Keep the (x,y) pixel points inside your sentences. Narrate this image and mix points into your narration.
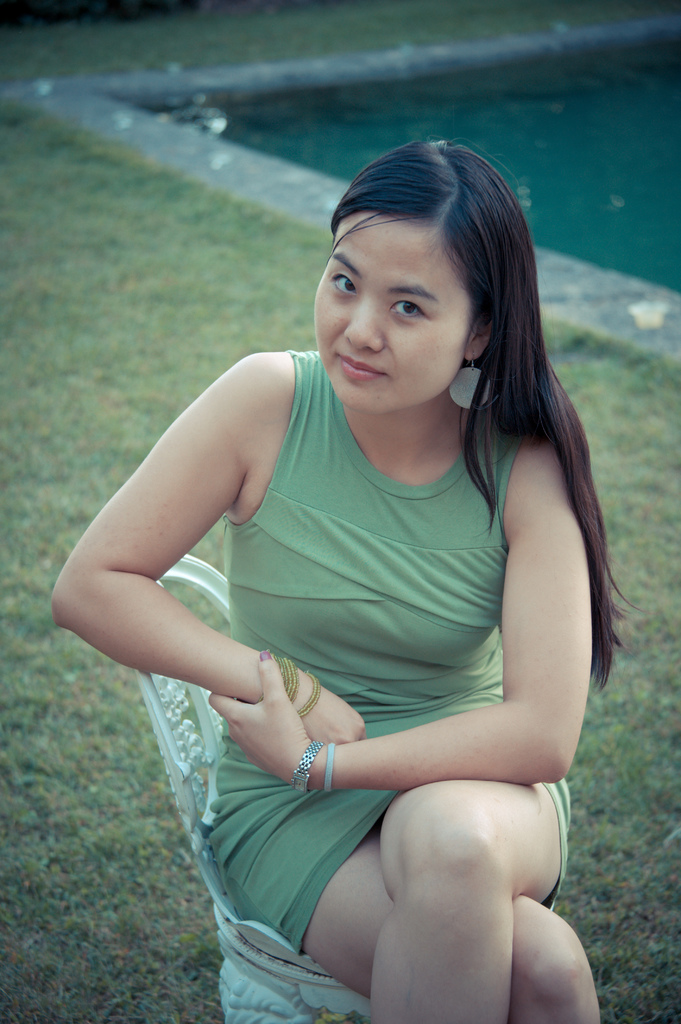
In the foreground of the picture (358,511) there is a woman (296,584) wearing a green dress (265,871) and sitting in a chair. In the foreground (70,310) we can see grass (657,378) also. On the right (569,158) there is a swimming pool (345,119). At the top (217,54) we can see greenery (291,35).
